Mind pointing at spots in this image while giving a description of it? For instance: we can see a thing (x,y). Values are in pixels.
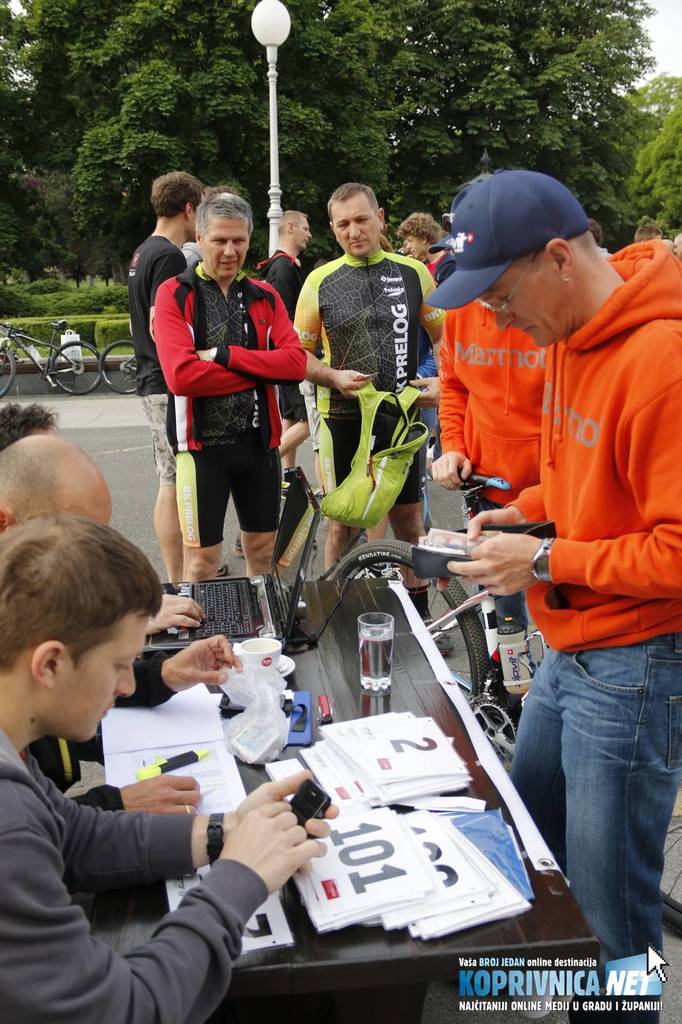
In the image there are few persons (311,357) in hoodies (646,519) and jerseys (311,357) standing in front of table (301,999) with laptops (222,628), cards (275,899) on it and few persons (40,779) sitting on the left side (58,921), in the back (311,226) there are trees (330,132).
